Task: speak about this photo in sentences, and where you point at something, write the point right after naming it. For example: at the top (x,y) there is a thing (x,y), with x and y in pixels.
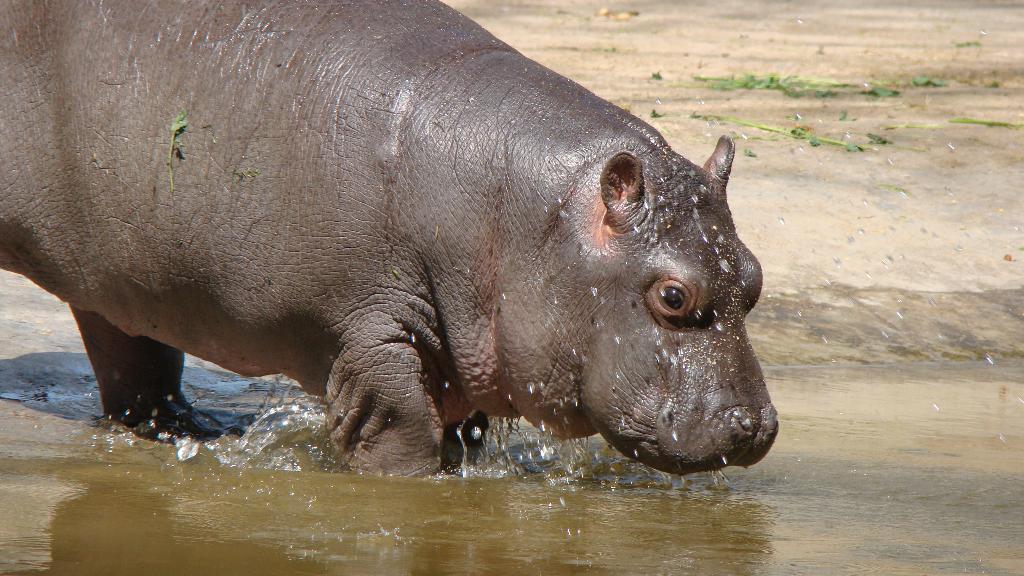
In this image there is a hippopotamus (473,348) in the water (391,517).
